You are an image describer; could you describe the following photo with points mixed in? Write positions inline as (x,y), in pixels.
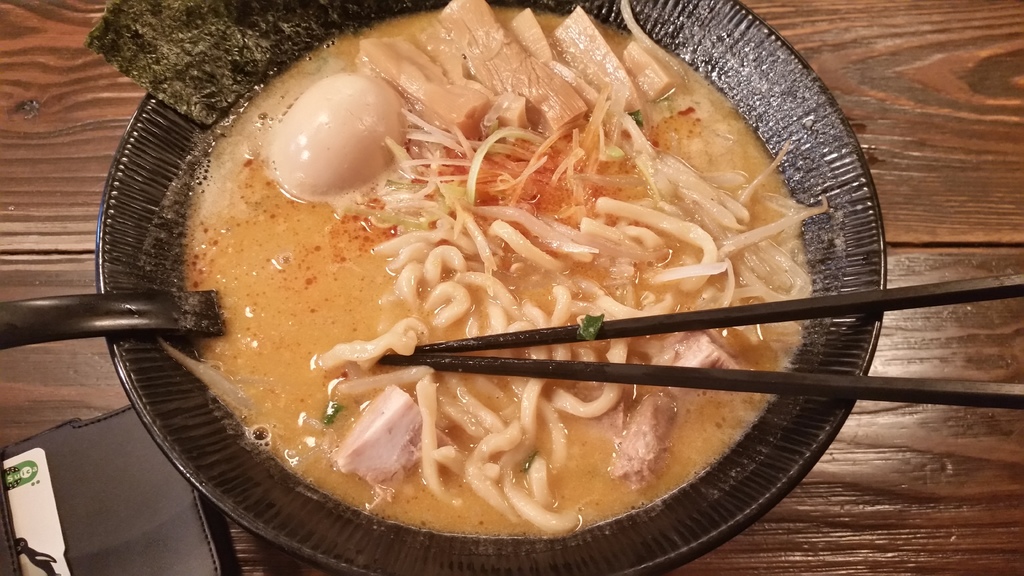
In the middle of the image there is a table (989,205), On the table (38,289) there is a plate (668,35) of food (627,280) and there is a chopsticks (421,349) and there is a spoon (130,296).
